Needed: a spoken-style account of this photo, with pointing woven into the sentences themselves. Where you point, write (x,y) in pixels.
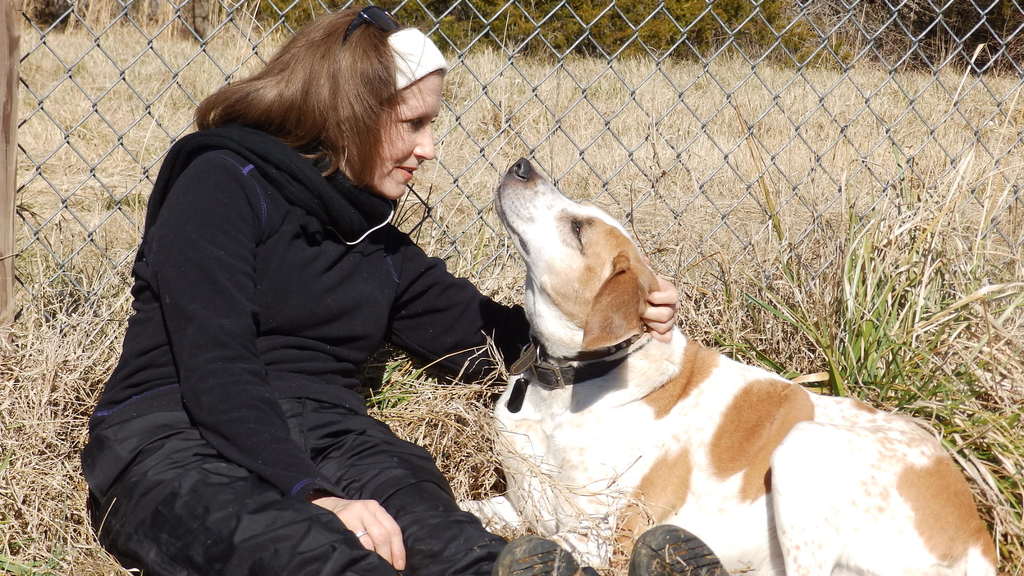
In this image there is a woman (361,517) sitting on the dried grass (958,74) and holding a dog (568,215), and in the background (62,237) there are plants (644,1) and wire fence (663,93).
